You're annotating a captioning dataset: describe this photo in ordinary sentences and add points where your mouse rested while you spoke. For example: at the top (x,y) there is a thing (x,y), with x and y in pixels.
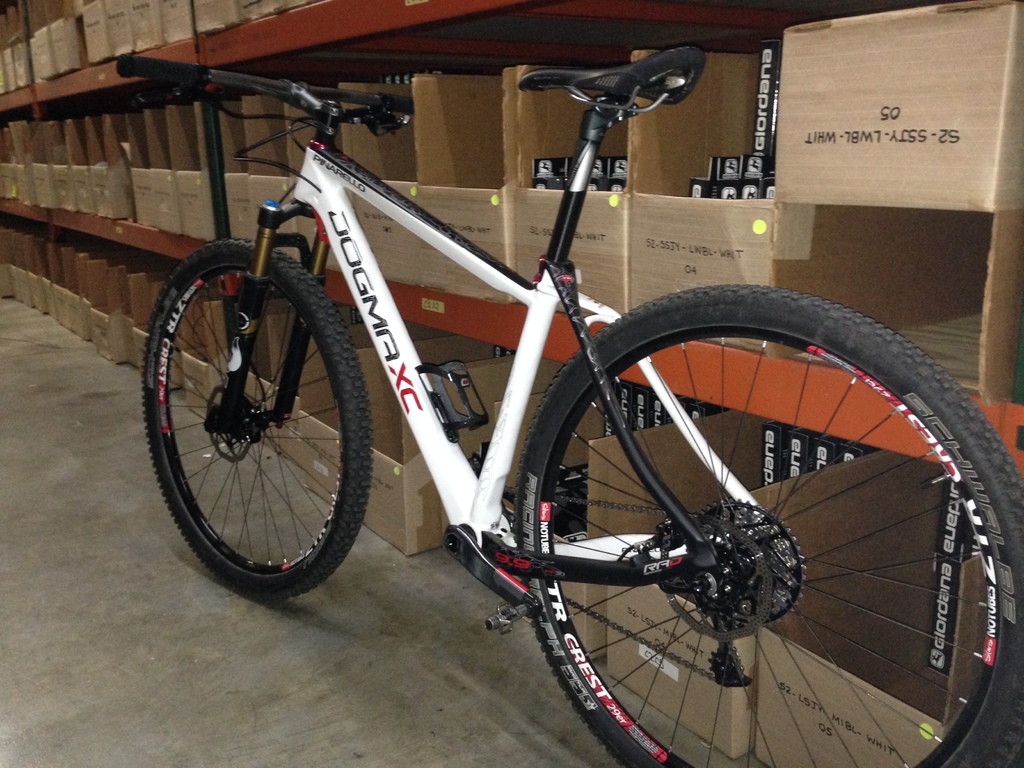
In the foreground (670,67) I can see a bicycle (312,191) on the floor (213,642). In the background (460,185) I can see racks (279,180) in which carton boxes (280,197) are there. This image is taken in a warehouse (14,482).
